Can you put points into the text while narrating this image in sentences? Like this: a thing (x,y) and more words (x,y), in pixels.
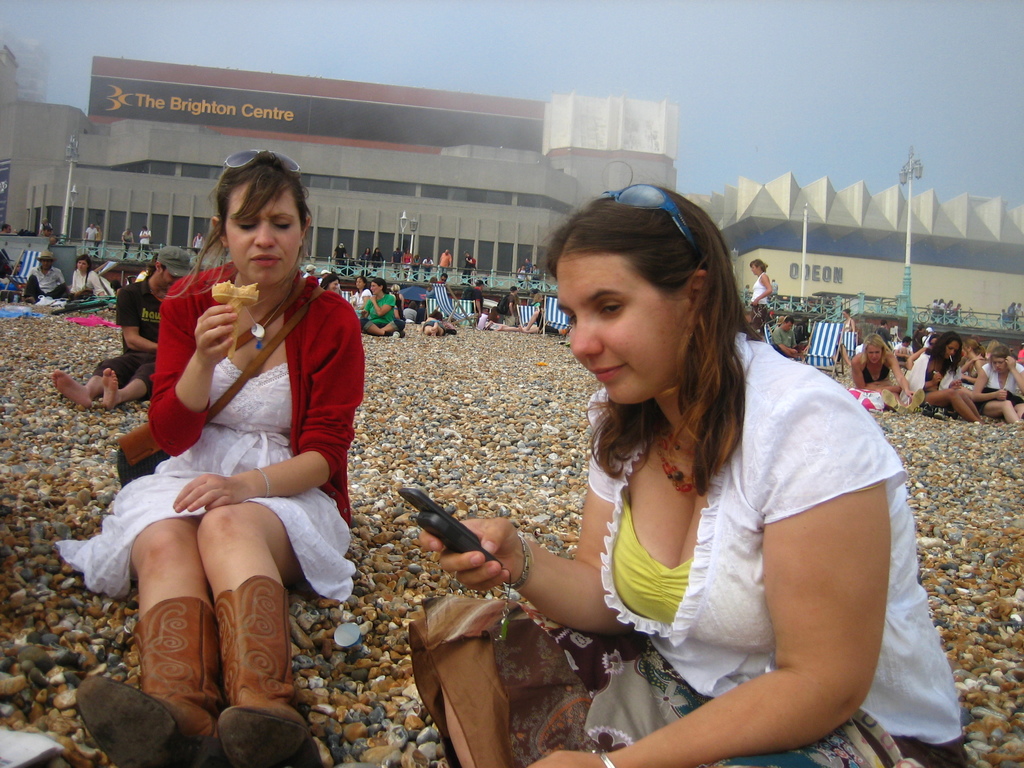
In this image we can see two women (632,501) are sitting on the floor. One woman (747,586) is wearing white and yellow color top (749,579) and holding mobile (453,527) in her hand (479,559). The other one (236,444) is wearing white dress (227,454) with red shrug (327,374) and she is holding ice cream (218,298) in her hand (222,311). Behind them so many people (881,347) are sitting and chilling out, behind the people (891,357) two buildings (315,162) are there.
